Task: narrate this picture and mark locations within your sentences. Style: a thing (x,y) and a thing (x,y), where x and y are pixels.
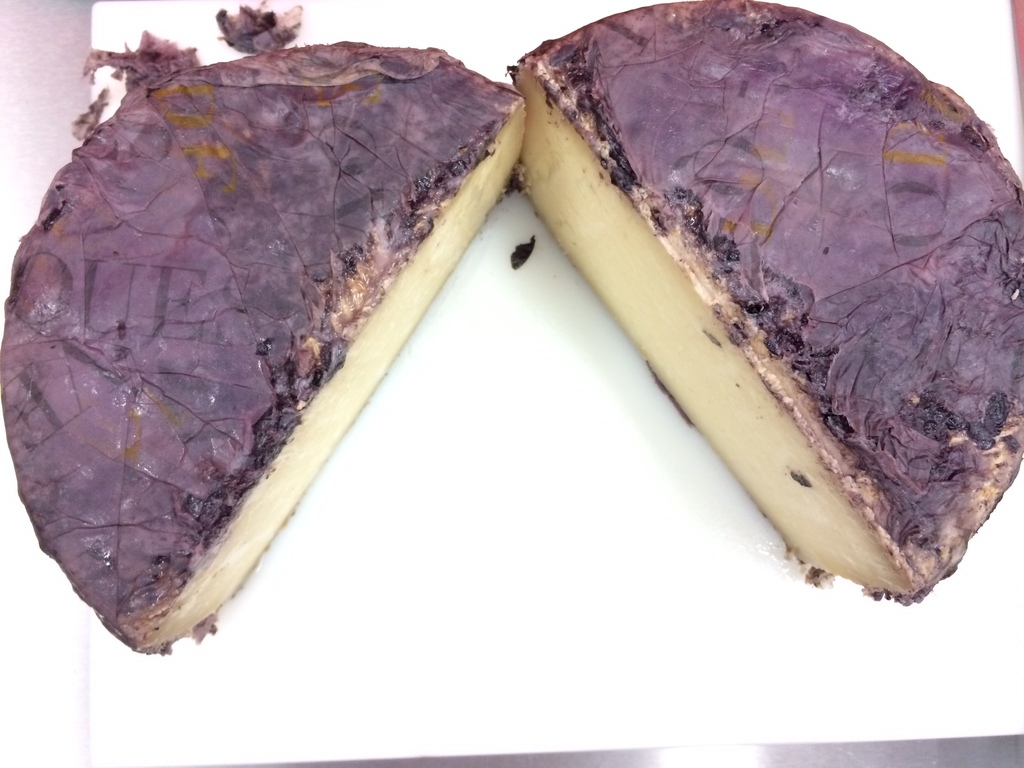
In this image we can see a cheese wheel (280,433) placed on the white surface (536,641).
